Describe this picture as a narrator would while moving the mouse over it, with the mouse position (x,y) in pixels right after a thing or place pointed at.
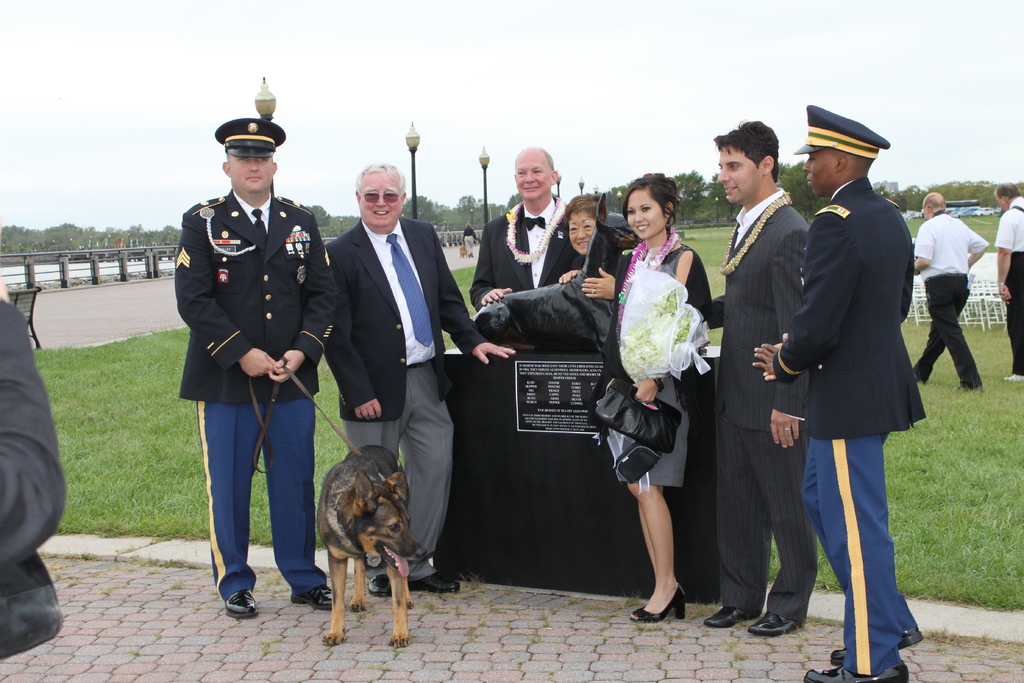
There are many people (304,300) standing near the statue of a dog (490,334). Woman (655,392) in black dress (616,366) is holding black bag (642,417) in her hands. Man (267,276) in black blazer (254,321) is also holding the rope (337,433) of a dog (360,503). Behind them, we see two people (935,265) standing and we even see trees (451,213) and street lights (415,166) behind these people (276,426) and on left corner of the picture (107,275), we see bridge (155,253) and water (47,269). In the middle of the picture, we see grass (145,439).
